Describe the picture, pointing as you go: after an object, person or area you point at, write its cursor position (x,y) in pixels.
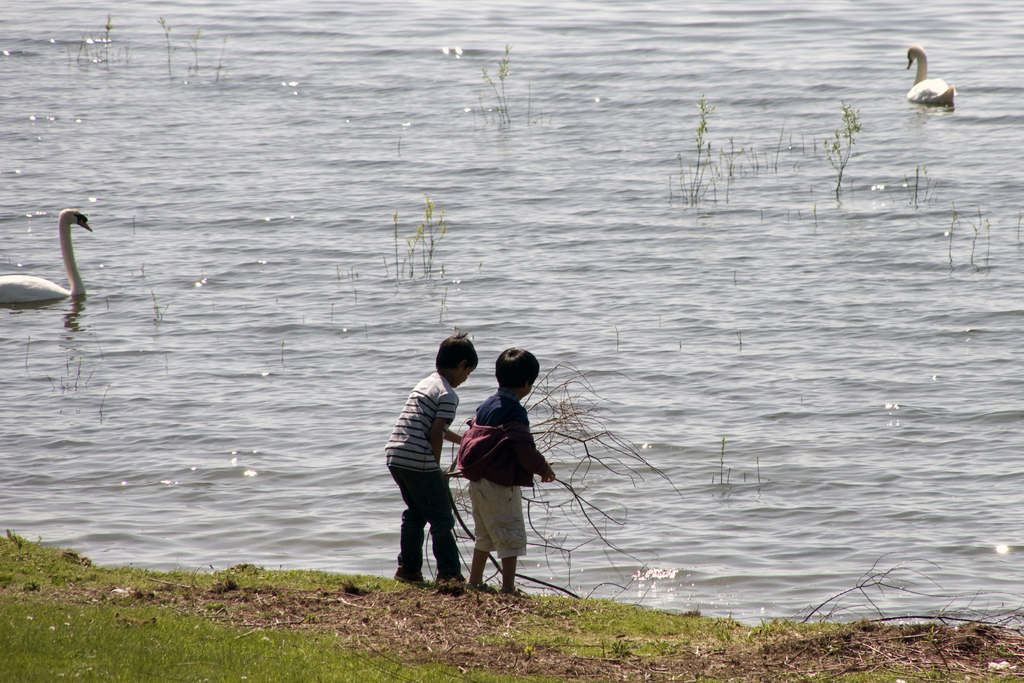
In this image I can see the ground (225,628), some grass (181,628) on the ground (177,621) and two children (490,407) are standing and holding plants (459,470) in their hands (440,474). In the background (598,317) I can see the water (584,208) and two birds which are white and black in color on the surface of the water (855,89).
